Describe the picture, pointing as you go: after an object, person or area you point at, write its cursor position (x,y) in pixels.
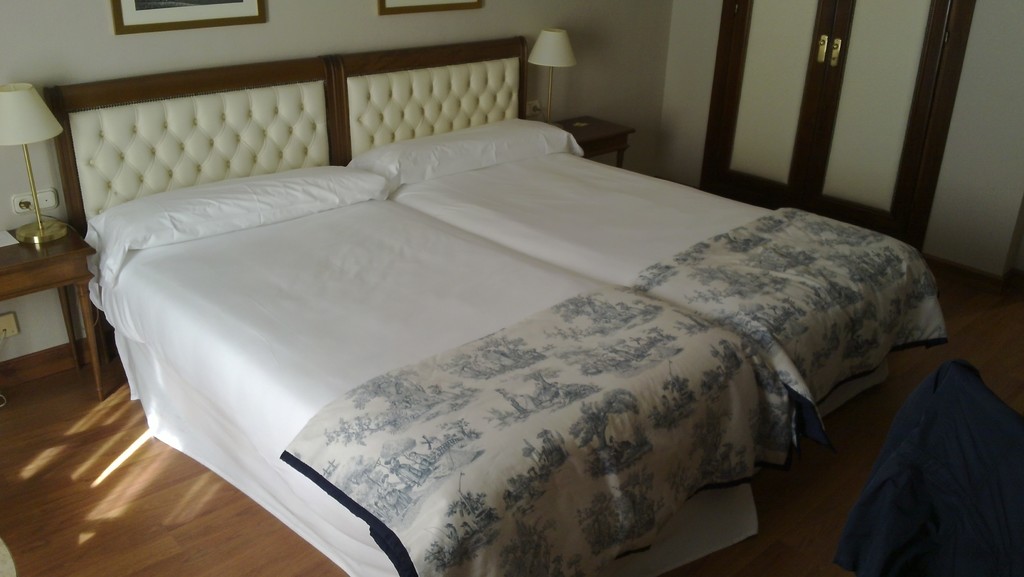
In the center of the image (538,261) we can see beds (519,253), blankets (710,291) and pillows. At the bottom right side of the image (941,473), we can see one dark color object (898,457). In the background (613,62) there is a wall (9,159), frames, lamps (31,171) and a few other objects (857,142).
